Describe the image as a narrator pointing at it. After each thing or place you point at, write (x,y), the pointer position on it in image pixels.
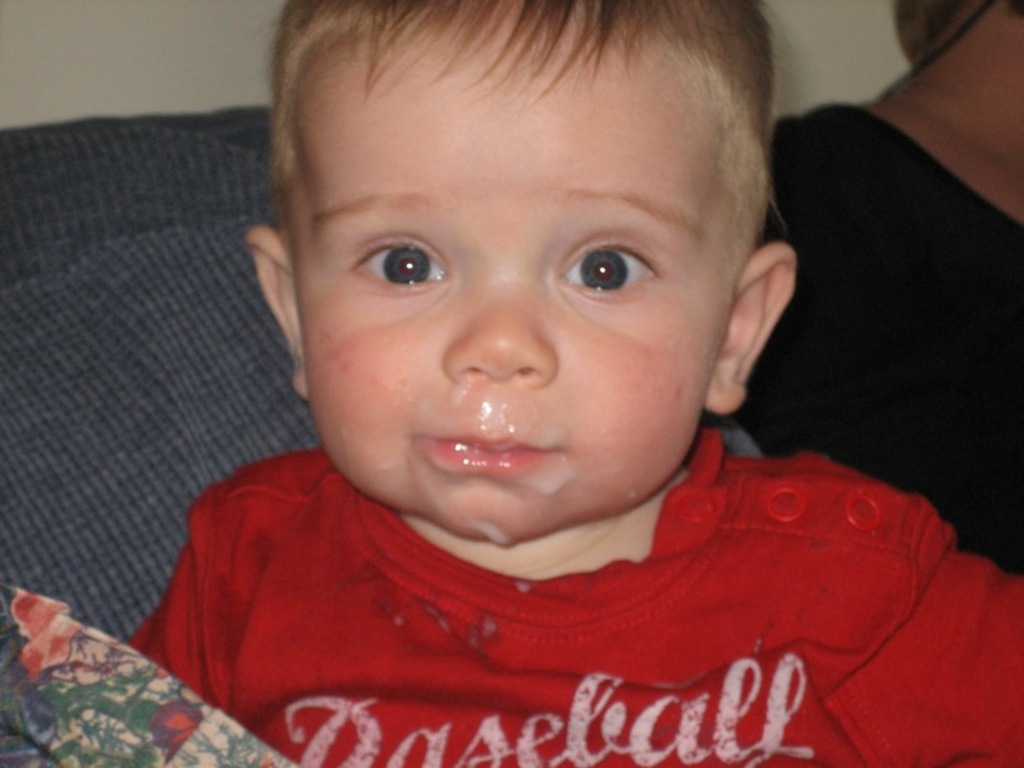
In this picture there is a boy (538,674) who is wearing red t-shirt (438,658) and he is sitting on the couch (162,474). Back Side we can see a women (912,280) who is wearing black t-shirt (887,266) and sitting near to the wall (813,47).
